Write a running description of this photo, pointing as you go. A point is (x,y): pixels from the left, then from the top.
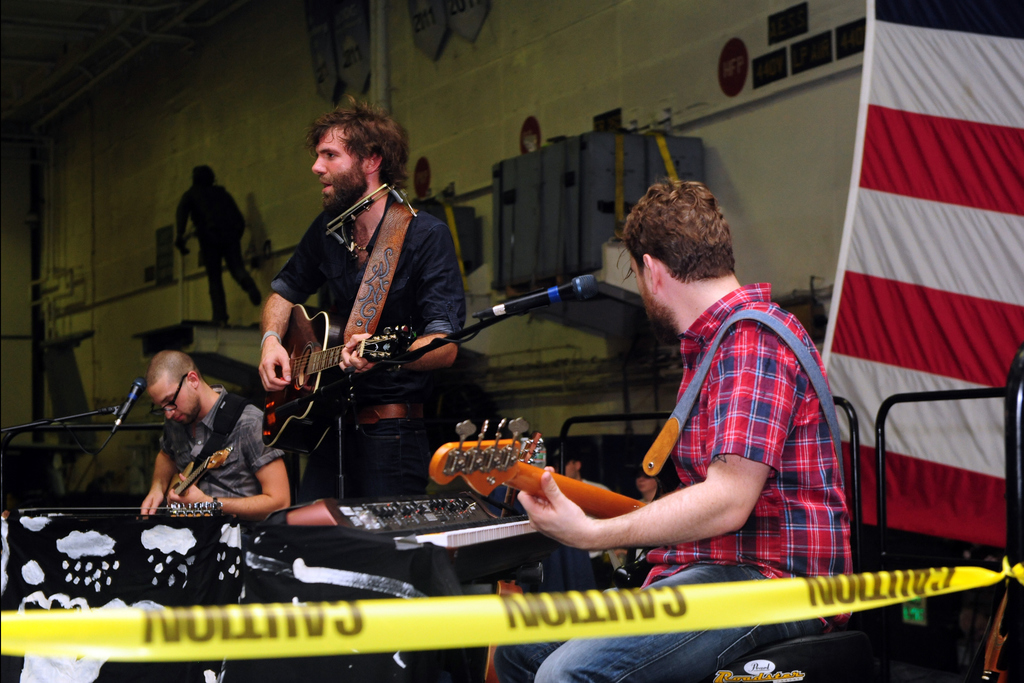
There are three persons (722,496) playing guitar (266,400) in front of a mic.
